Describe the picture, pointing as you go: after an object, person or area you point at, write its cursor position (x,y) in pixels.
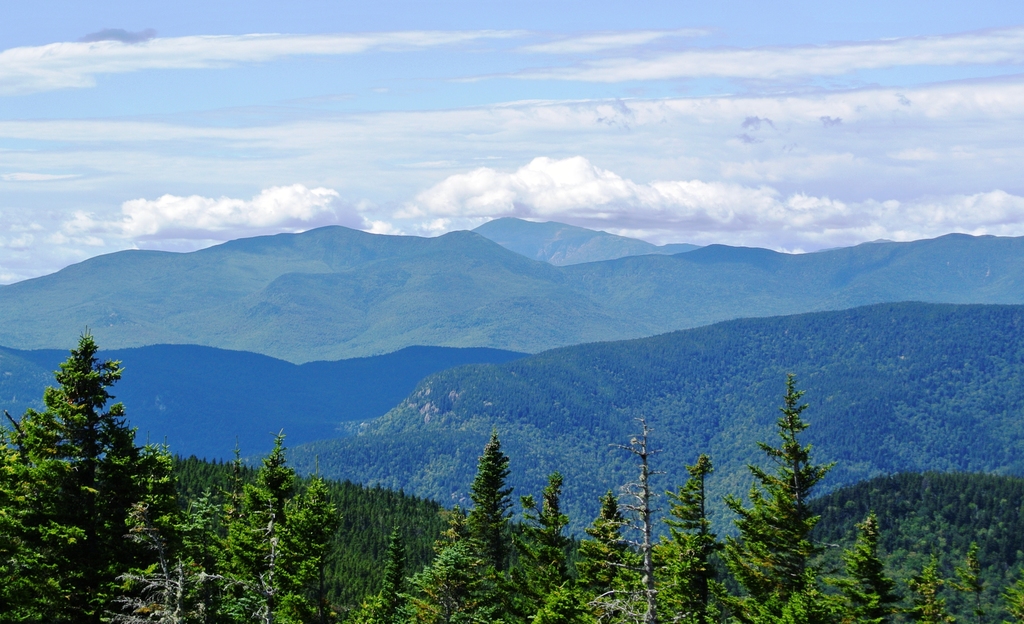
In this image at the bottom (548,518), there are trees (488,525). In the middle (509,302) there are hills (642,312), sky (816,86) and clouds (372,148).
